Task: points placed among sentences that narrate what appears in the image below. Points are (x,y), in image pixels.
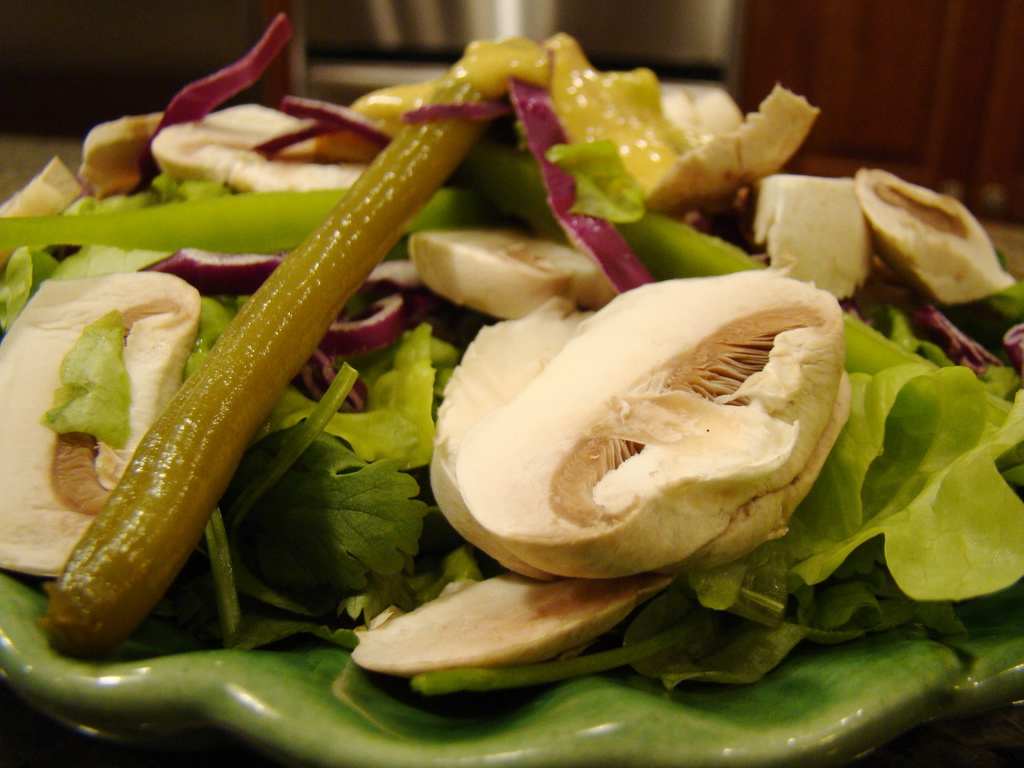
In this image I can see food items (708,501).
